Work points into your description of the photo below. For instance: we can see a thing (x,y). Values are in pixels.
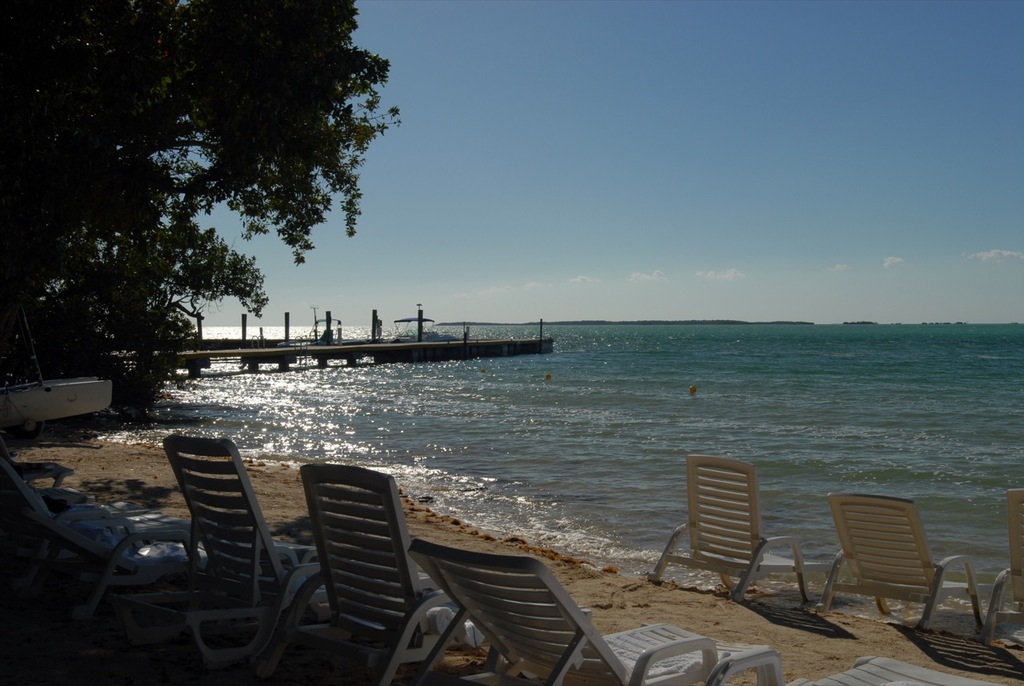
In this image I can see some beach beds (451,600) on the sand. To the side of the beach beds (689,550) I can see the water (716,441) and the trees (145,168). I can see the wooden bridge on the water (640,479). In the background (607,162) I can see the sky (661,220).
